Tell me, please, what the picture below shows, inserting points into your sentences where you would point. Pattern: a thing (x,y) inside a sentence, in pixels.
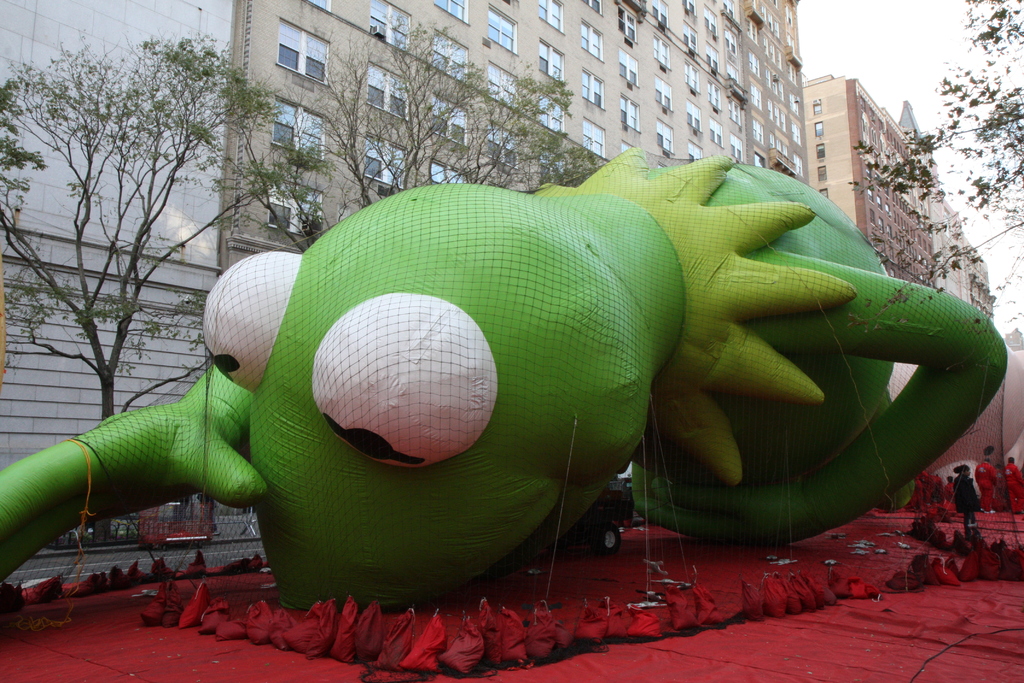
In this image we can see a big air balloon (472,485) tied with ropes (86,455) is placed on the ground (573,658) with carpets (848,658). Here we can see the net (500,277) and people (958,496) standing here. In the background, we can see the road (51,568), buildings (682,128) and sky (878,87).
